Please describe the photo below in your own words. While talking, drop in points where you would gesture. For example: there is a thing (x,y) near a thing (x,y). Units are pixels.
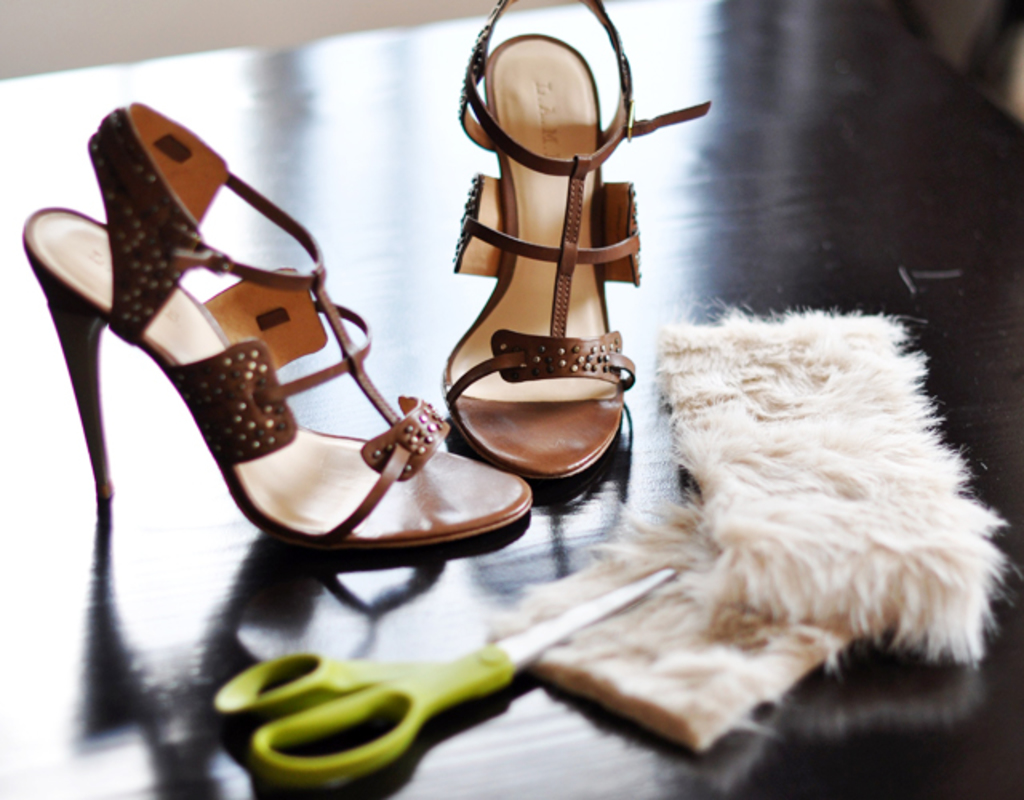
In the image we can see the sandals (333,317), scissors (326,720) and the solid surface (333,290).
